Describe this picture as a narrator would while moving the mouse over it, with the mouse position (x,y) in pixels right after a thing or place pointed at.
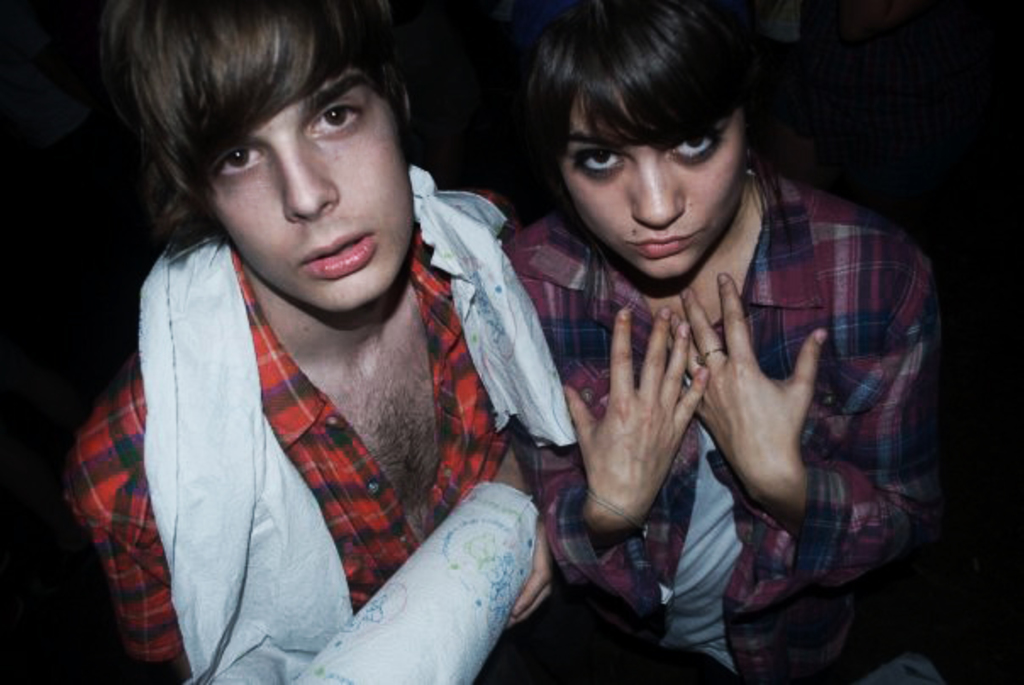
In this image we can see a man (277,389) and woman (572,228).
